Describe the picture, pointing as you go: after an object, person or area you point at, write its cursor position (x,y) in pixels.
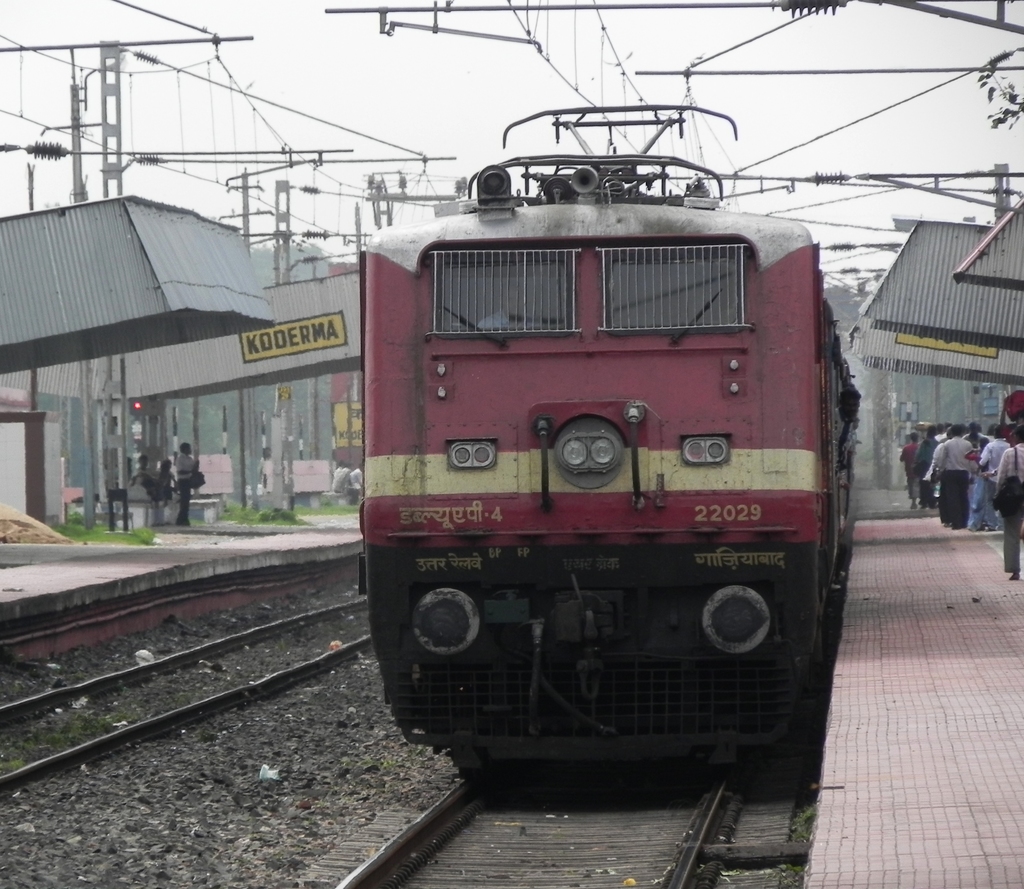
In this image in the front (548,515) there is a train (539,572) which is red and black in colour with some text (499,511) written on it, which is on the railway track (558,810). On the right side (941,457) there are persons (964,468) walking and there are shelters (964,320). On the left side (214,647) there is a railway track (202,676) and there are persons (163,483) standing and sitting and there is grass (237,510) on the ground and there are shelters (207,308) with some text (281,339) written on it and there are poles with wires (83,69) attached to it. On the top of the train (642,195) there are wires (595,4) and on the right side (872,224) they are poles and there are wires (864,174) attached to the poles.
